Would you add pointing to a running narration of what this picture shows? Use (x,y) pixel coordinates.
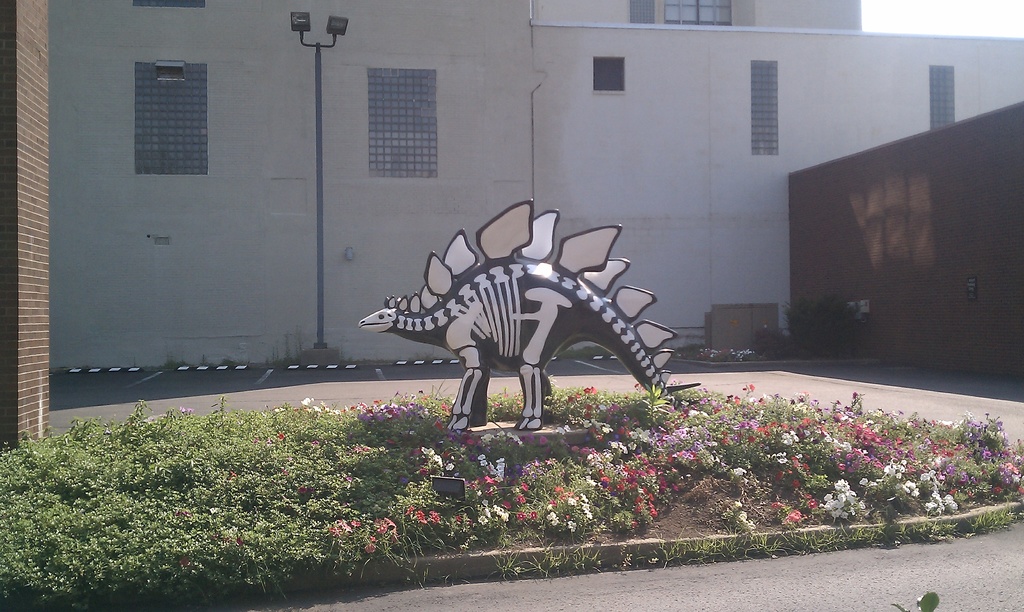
This image is taken outdoors. At the bottom of the image (840,567) there is a road (1000,553) and a ground (493,545) with grass (202,527) and many flowers (641,447) on it. In the middle of the image (536,297) there is an artificial dinosaur (545,298). In the background (162,209) there is a building (313,232) with walls (362,114), windows (155,168) and a roof (848,28) and there is a street light (295,20).
